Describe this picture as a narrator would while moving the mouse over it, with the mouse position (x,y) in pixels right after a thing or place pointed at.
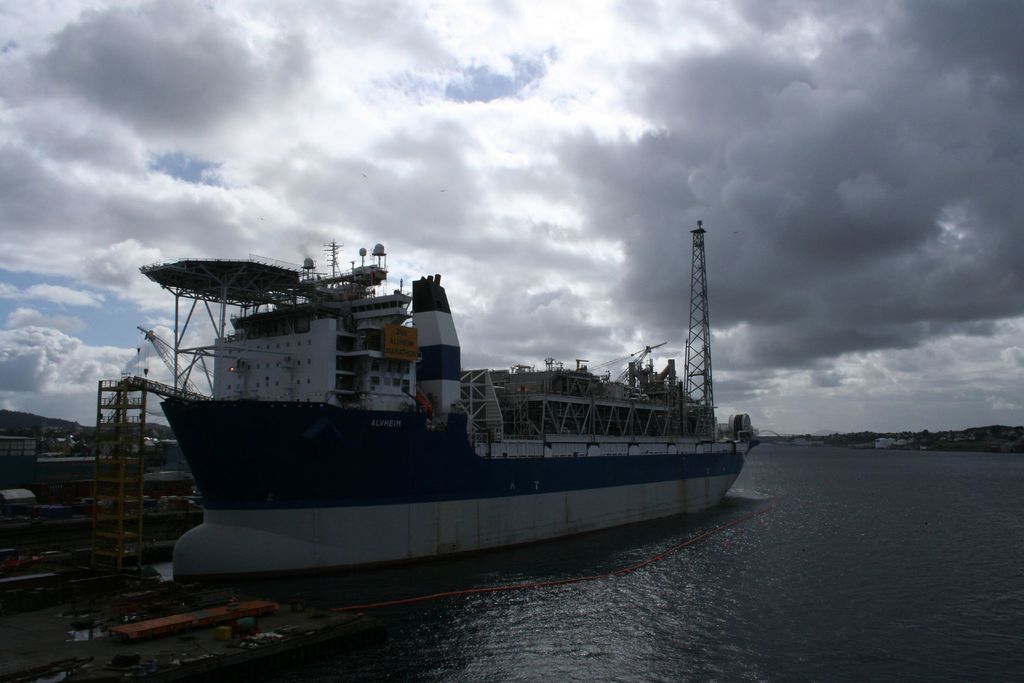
In this image there is a ship (552,481) on the water (588,600). There is text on the ship (369,435). Behind the ship (335,434) there are water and some buildings (83,487). In the background (52,424) there are mountains (967,434). At the top (510,80) there is the sky (394,87). The sky (200,69) is cloudy.
